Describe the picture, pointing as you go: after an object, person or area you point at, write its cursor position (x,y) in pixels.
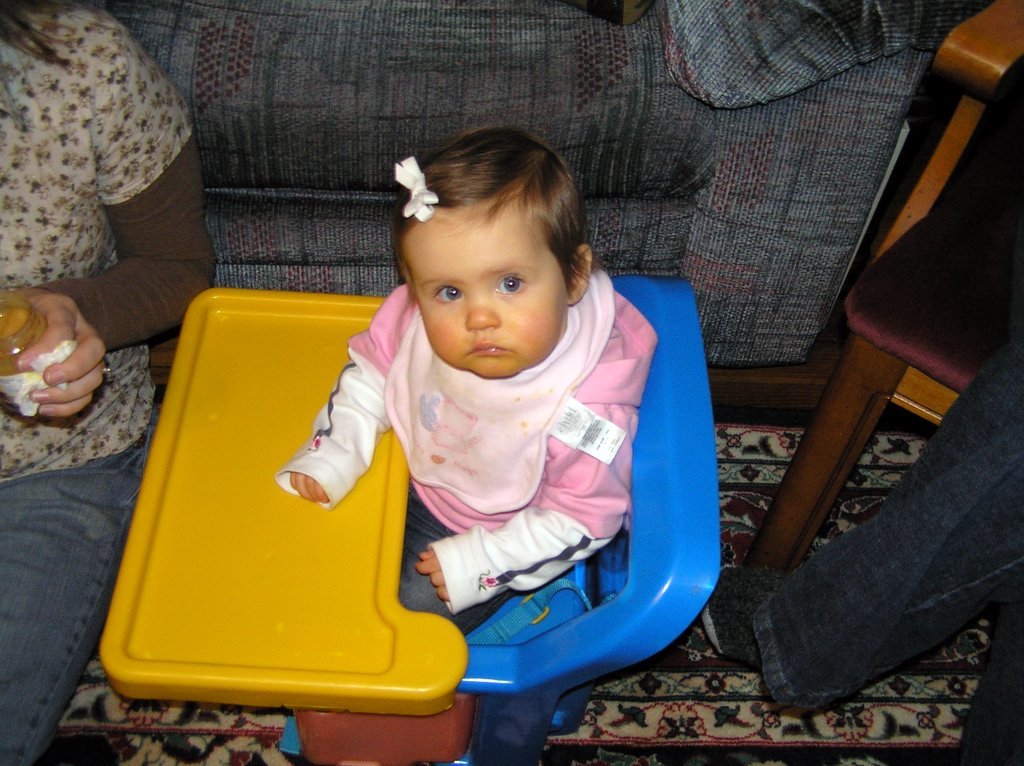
In this image I can see the child (530,482) sitting on the colorful chair (540,687). The child (461,628) is wearing the pink and white color dress (441,475). To the side I can see two people (25,357) with different color dresses (903,593) and one person (71,385) is holding the container (10,341). To the right (863,375) I can see one more chair (879,322).
